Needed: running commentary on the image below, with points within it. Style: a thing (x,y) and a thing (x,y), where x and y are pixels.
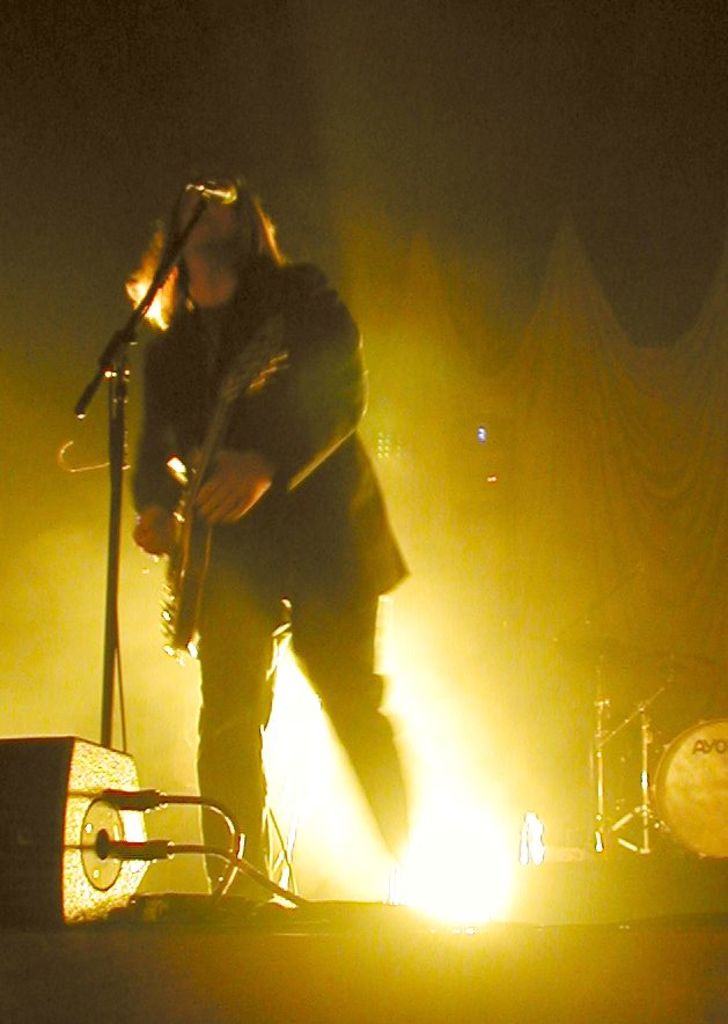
In the image there is a person (332,571) standing and holding the musical instrument (197,519) in the hand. In front of him there is a mic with stand (199,215). In the bottom left corner of the image (78,779) there is a speaker (79,820) with wires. And in the background (385,867) there is a curtain (621,736), musical instrument (620,724) and also there is light (357,830).
